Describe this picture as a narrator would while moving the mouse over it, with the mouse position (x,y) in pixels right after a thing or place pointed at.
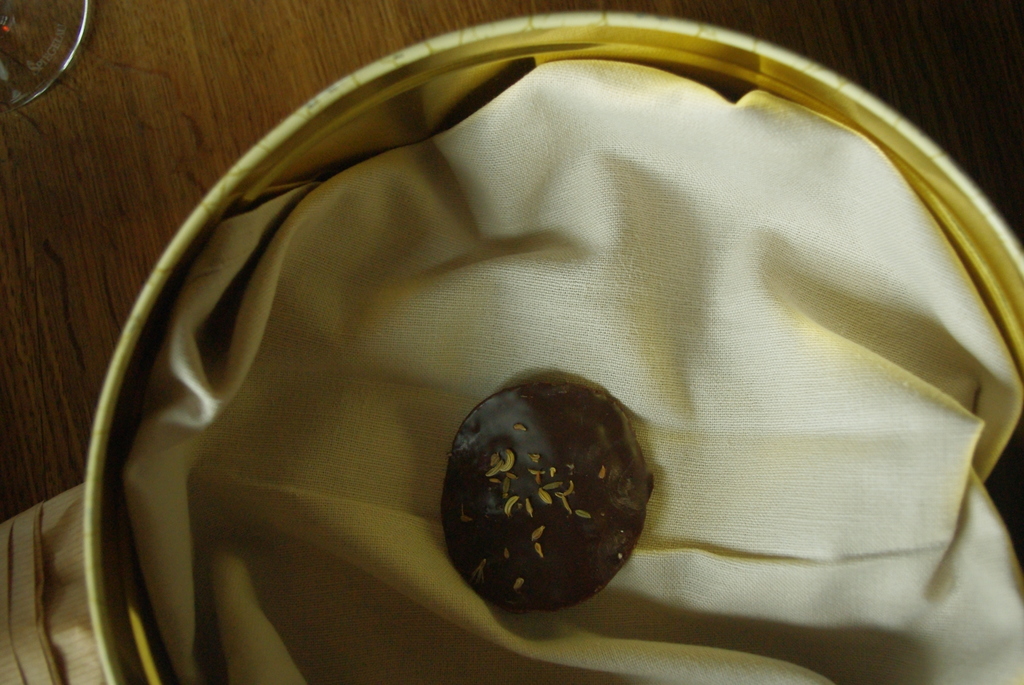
In this picture we observe a brown cookie (480,497) kept in a golden bowl (329,152).
